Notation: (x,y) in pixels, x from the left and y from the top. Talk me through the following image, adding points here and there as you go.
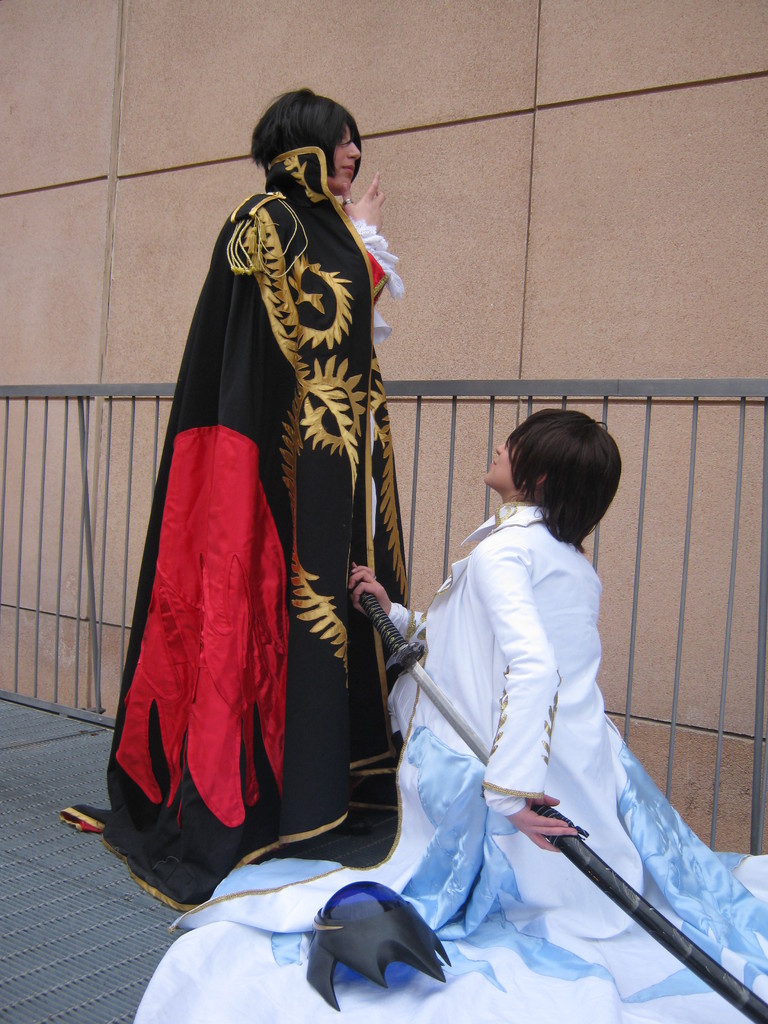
In this image we can see two persons (319,545) wearing black and white color dress (311,662), person (444,666) wearing white color dress (510,749) crouching down on the ground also holding sword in hands (560,820), we can see a person (290,480) wearing black color dress (238,537) standing, we can see iron fencing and there is a wall (244,195) which is in brown color.
